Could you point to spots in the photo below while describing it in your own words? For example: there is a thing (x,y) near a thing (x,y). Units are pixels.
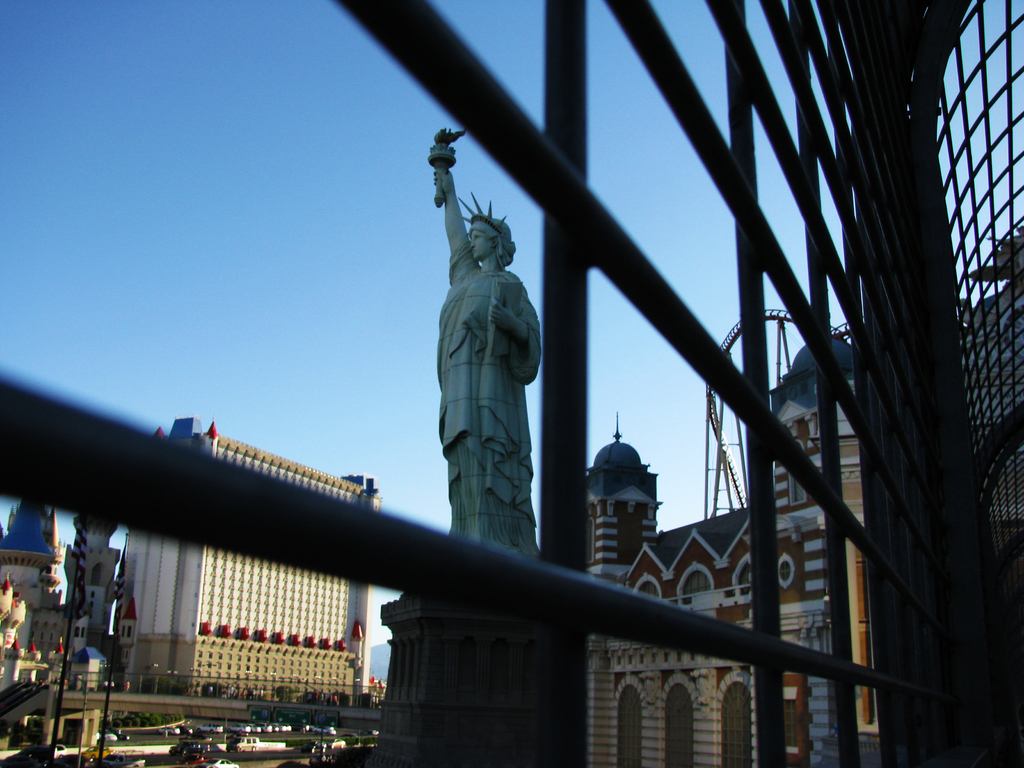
In the foreground of the image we can see the road (146,757) and some vehicles (288,726). In the middle of the image (649,498) we can see iron rods (975,658), big buildings (259,591) and statue of liberty (464,432). On the top of the image (390,110) we can see the sky (246,93) and iron rods (846,80).
